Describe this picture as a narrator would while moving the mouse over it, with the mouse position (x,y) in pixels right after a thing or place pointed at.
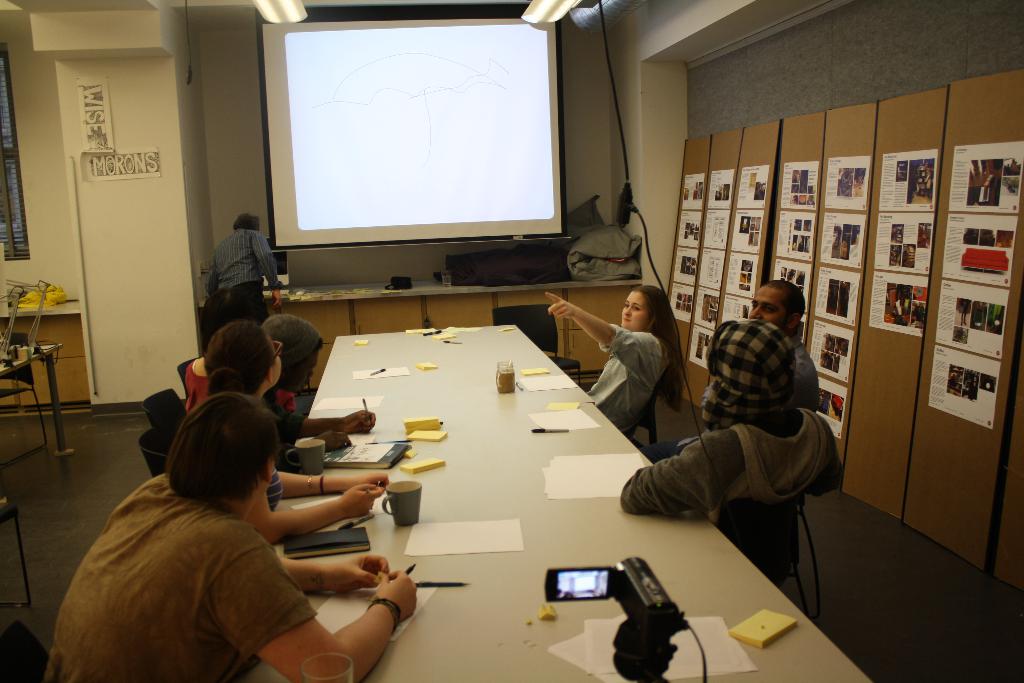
In this image in the center (614,415) there are some people (220,482) who are sitting on chairs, in front of them there is one table (388,439). On the table (495,585) there are some cups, papers (710,641), pens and one camera (620,596) and in the background (349,128) there is one projector (343,158) and one man (244,255) is standing. And also there is one table (573,290), on the table (561,290) there are some clothes (575,271). On the right side (813,270) there is a board (932,279), on the board (867,204) there are some posters (919,247) stick and on the left side (120,245) there is a pillar (87,298) some chairs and tables (26,311), window (16,242), wires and some other objects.
